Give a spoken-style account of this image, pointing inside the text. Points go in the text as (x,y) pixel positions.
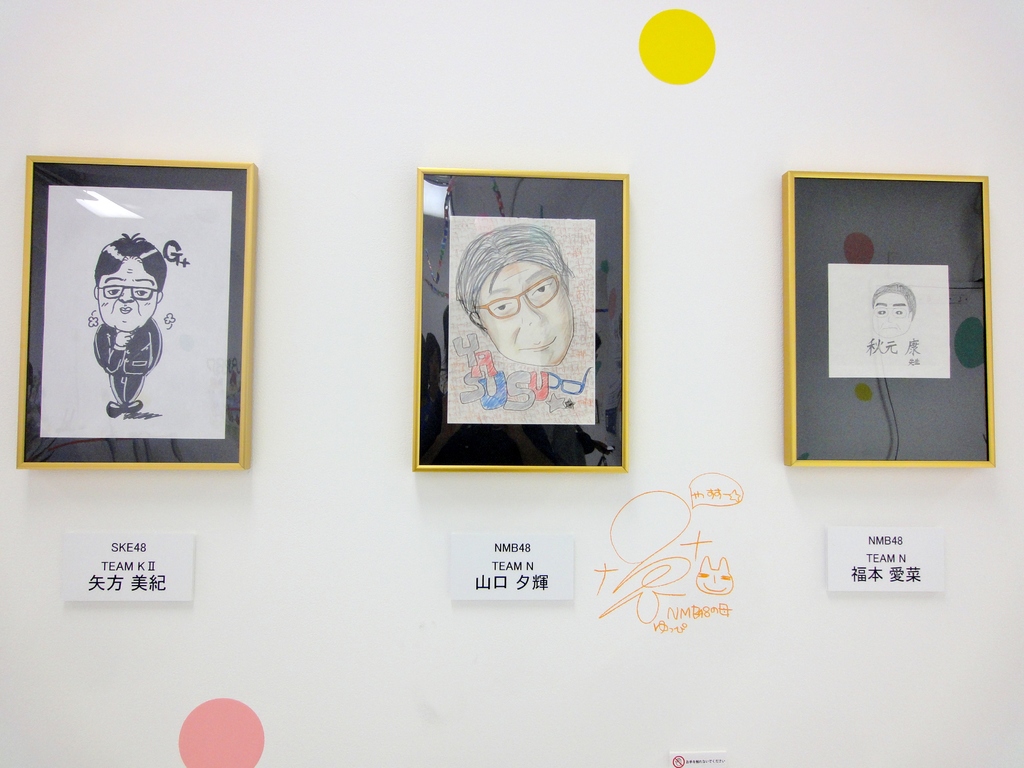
In this image, there are a few photo frames (126,201) on the wall (312,531). We can also see some posters (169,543) with images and text (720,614). We can also see some text (654,571) on the wall (644,552).
